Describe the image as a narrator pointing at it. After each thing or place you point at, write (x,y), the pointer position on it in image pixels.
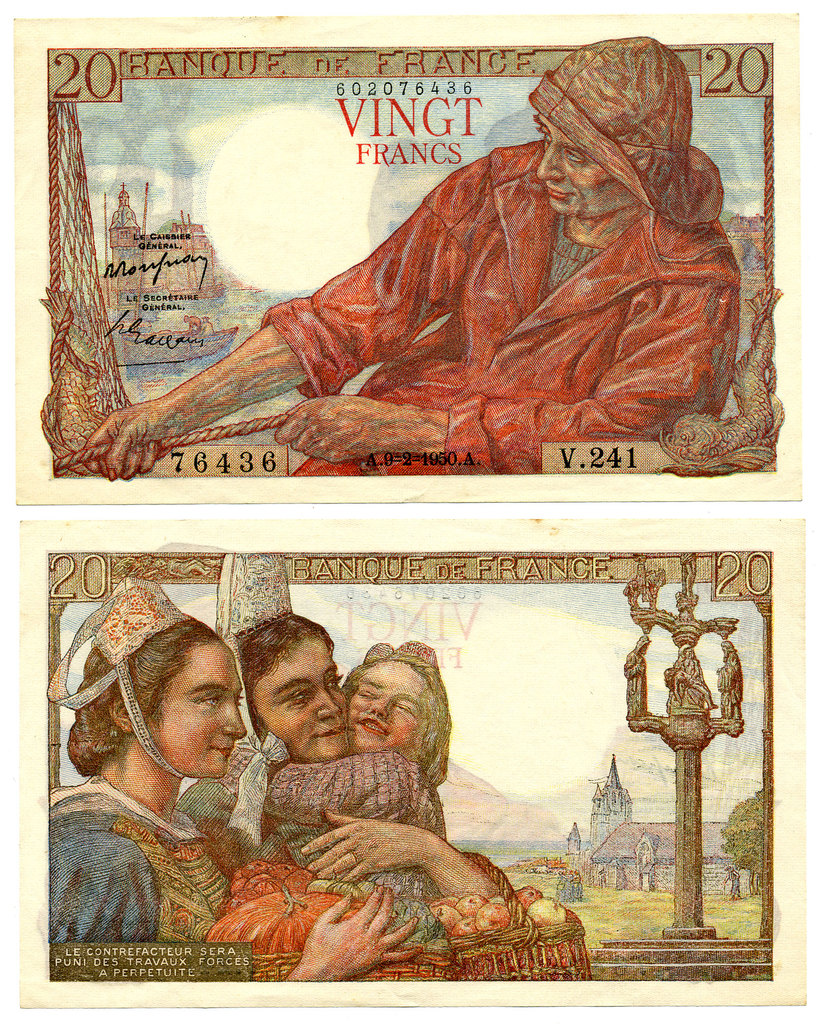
In this image we can see two currency notes (305,678) with some images (282,774) and text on it.
